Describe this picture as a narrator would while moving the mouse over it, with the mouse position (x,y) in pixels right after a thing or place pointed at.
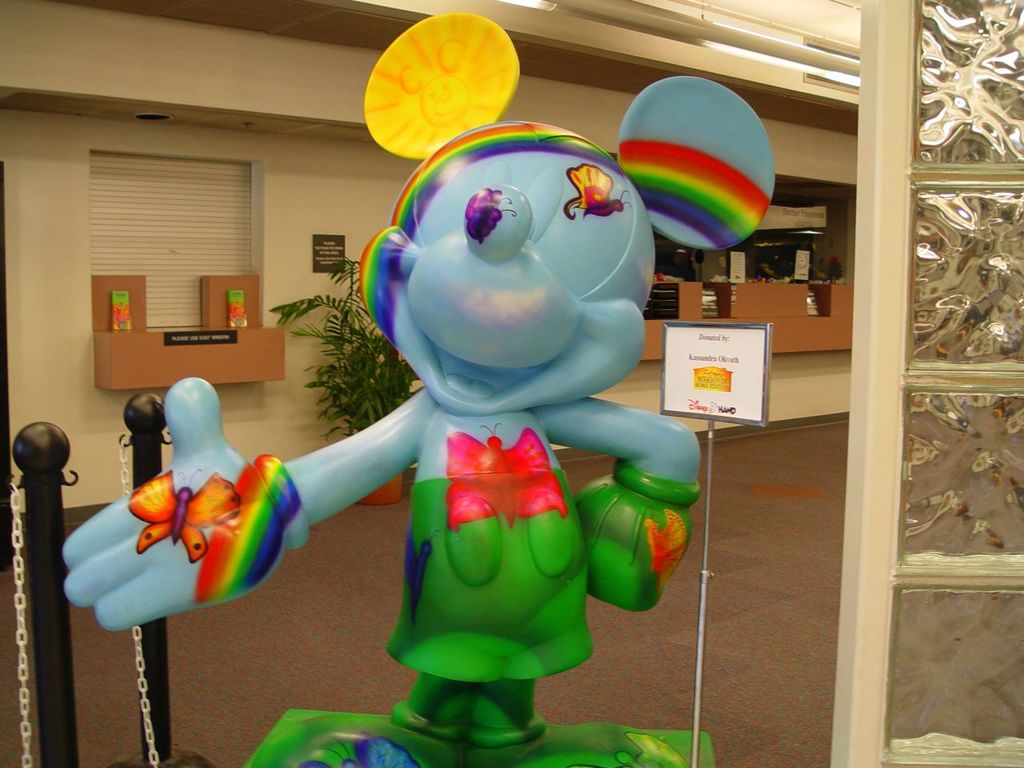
This image is taken indoors. In the background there are a few boards (801,223) with text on it. There is a window blind (161,257) and there are a few things (125,292) on the shelf (201,359). There is a plant (360,360) in the pot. There is a table (740,313) with a few things (704,299) on it. At the top of the image (784,20) there is a roof (771,21). On the right side of the image (891,56) there is a glass wall (933,358). In the middle of the image (537,325) there is a statue of a toy (522,290) and there is a board (699,374) with a text (691,360) on it. There are two metal rods (160,695) and there are two chains (137,626).
